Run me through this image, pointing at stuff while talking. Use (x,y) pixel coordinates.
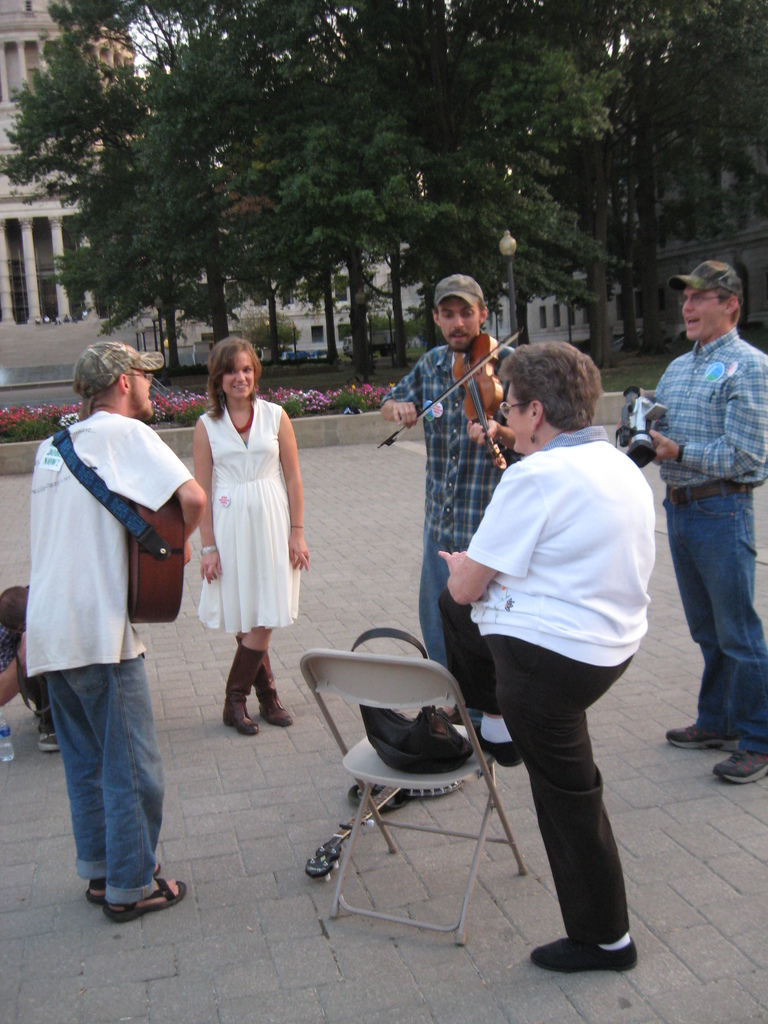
In this picture there is a person (119,630) standing in the left corner (115,640) is playing guitar (156,525) and there is another person (442,432) standing in front of him is playing violin (485,408) and there is another person (720,454) standing in the right corner (731,482) is holding a camera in his hand (668,444) and there is a woman (549,545) placed one of her leg (490,645) on the chair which is in front of her and there is another woman (266,448) in front of her and there are trees (306,135) and buildings (7,32) in the background (434,108).
